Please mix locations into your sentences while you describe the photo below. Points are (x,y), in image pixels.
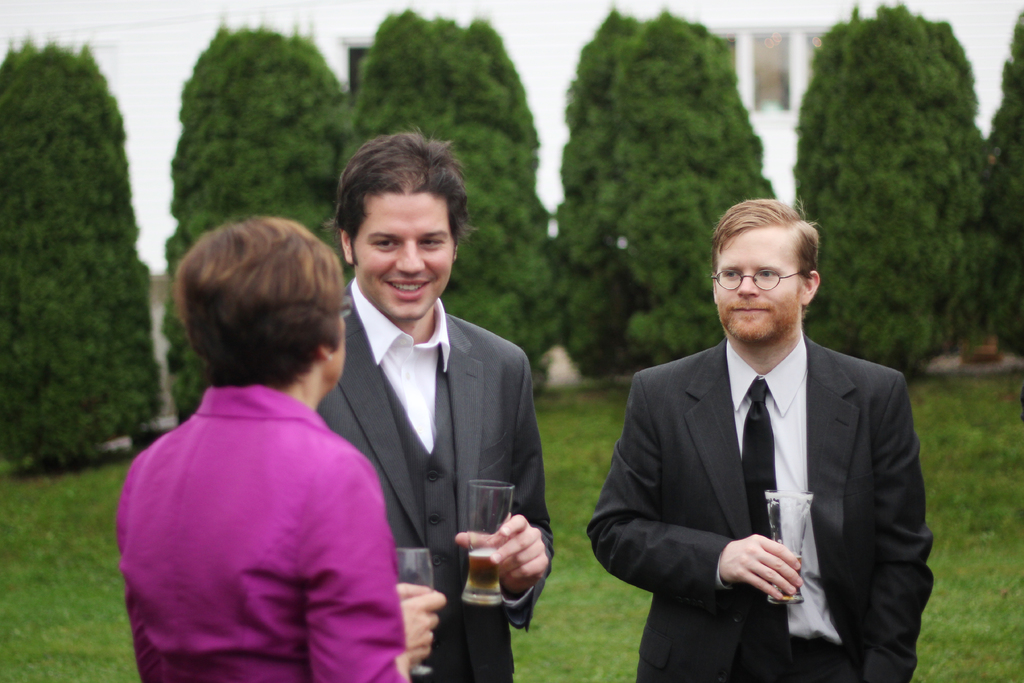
In the picture we can see two men (424,327) and a woman (182,466) are standing and they are holding a glass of beer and in the background (962,501), we can see grass surface (70,626) and trees (903,317) and a building (146,240) with a window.
